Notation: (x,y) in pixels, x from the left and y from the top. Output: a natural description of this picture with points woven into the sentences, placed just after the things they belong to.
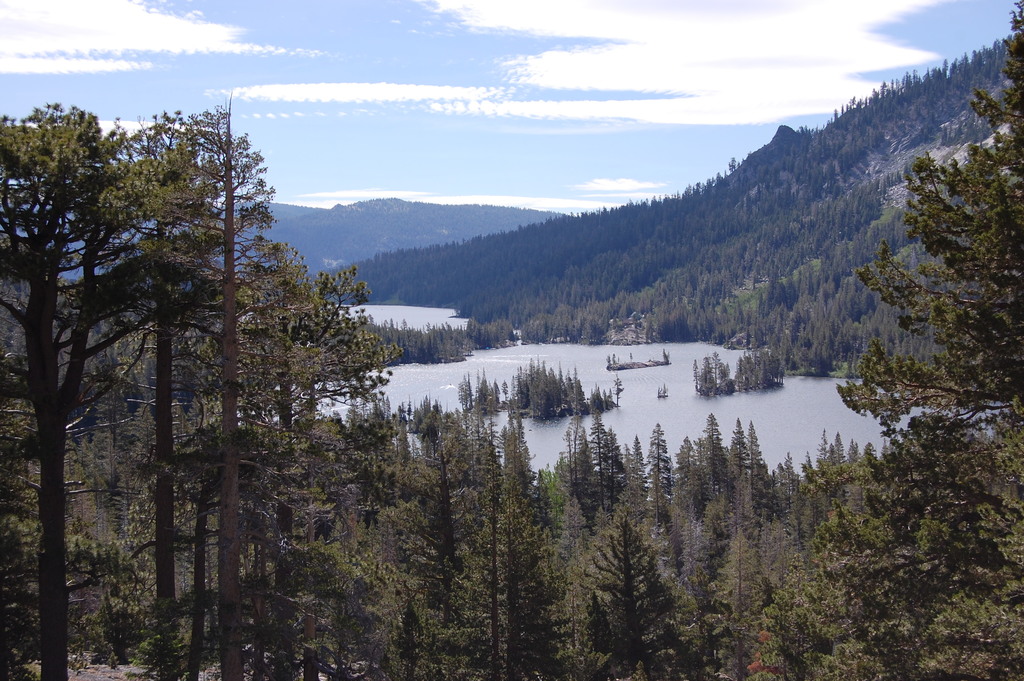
In this picture we can see few trees (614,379), water (605,359), hills (627,232) and clouds (595,120).
